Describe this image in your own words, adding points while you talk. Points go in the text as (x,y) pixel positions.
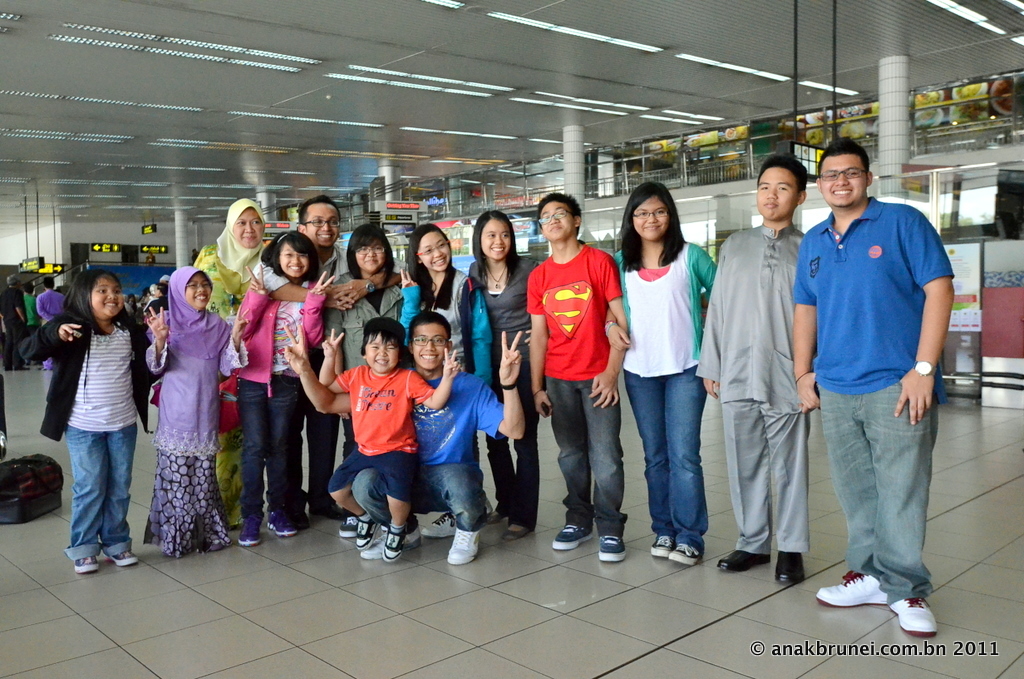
In this picture, we see people (736,307) are standing. The man (450,462) in blue T-shirt (446,445) is in squat position. All of them are smiling and they are posing for the photo. On the left side (34,490), we see a black bag (44,502) and people (1,312) are standing in the line (15,321). Behind them, we see the stalls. In the background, we see the pillars (891,155).
